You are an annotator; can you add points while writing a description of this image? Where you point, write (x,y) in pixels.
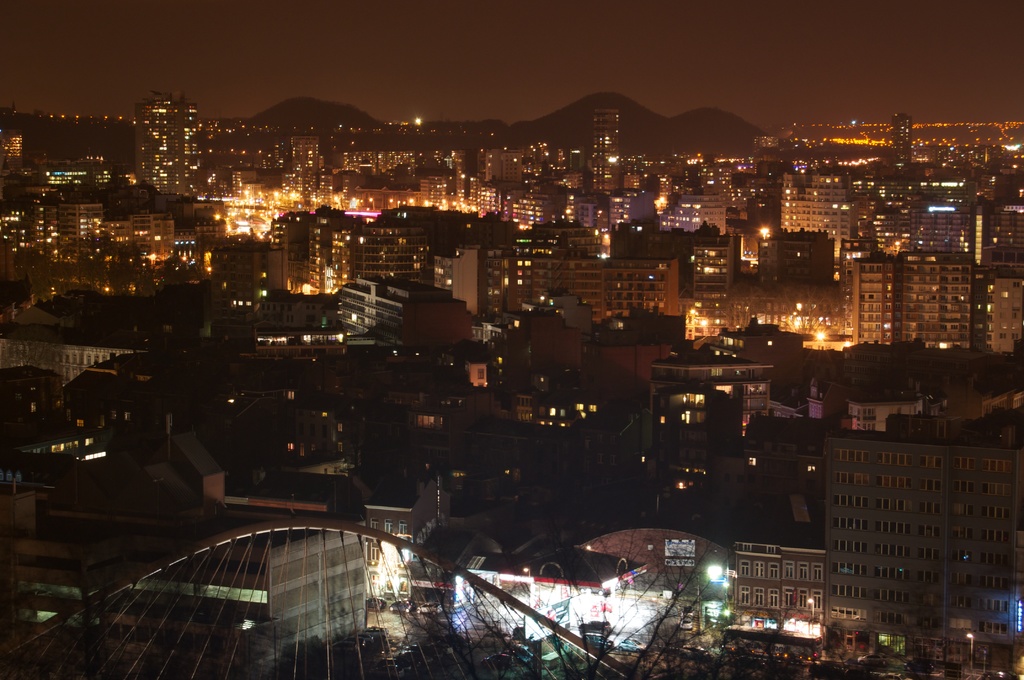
In this image there are some buildings (527,363) in middle of this image (631,398) and there is a tree (587,612) at bottom of this image (579,631) and there are some mountains (693,140) in the background (344,119), and there is a sky (374,48) at top of this image (453,44).
